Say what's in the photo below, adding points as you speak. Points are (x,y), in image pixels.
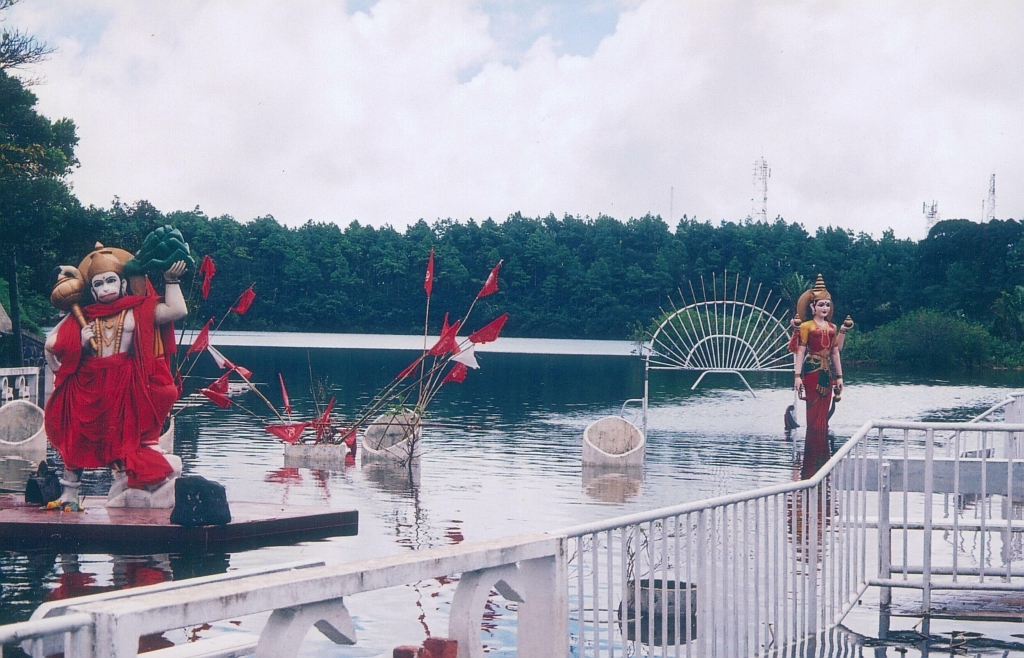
In this picture there are trees (281,238). In the foreground (176,416) there are idols (97,334) on the water (508,517) and there are flags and there are objects (221,529) on the water (666,460) and there is a railing (936,426). At the back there are towers (994,216). At the top (894,206) there is sky (575,78) and there are clouds (553,161). At the bottom (505,446) there is water (458,466).
